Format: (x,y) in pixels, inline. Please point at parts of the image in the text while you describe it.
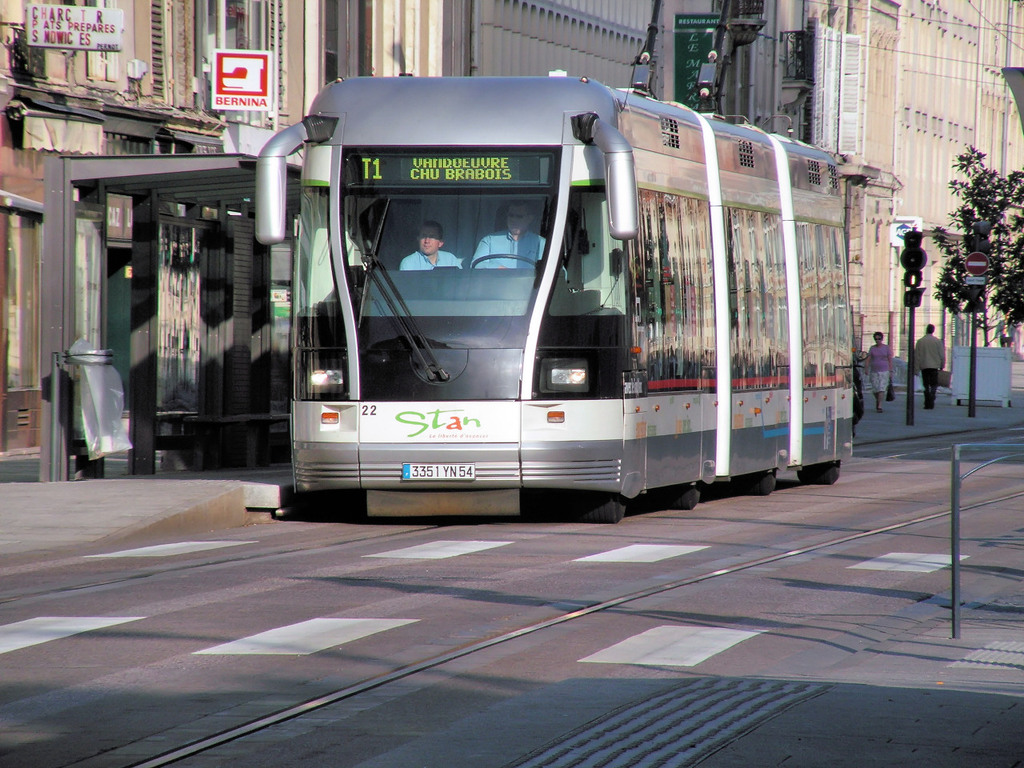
In the picture we can see the tram (458,325) on the road (1001,508) near the stop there is a shed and behind it, we can see some buildings (1006,160) which are adjacent to each other and near to it, we can see a path (939,420) with a pole (974,405) and some board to it and we can see a part of a plant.
